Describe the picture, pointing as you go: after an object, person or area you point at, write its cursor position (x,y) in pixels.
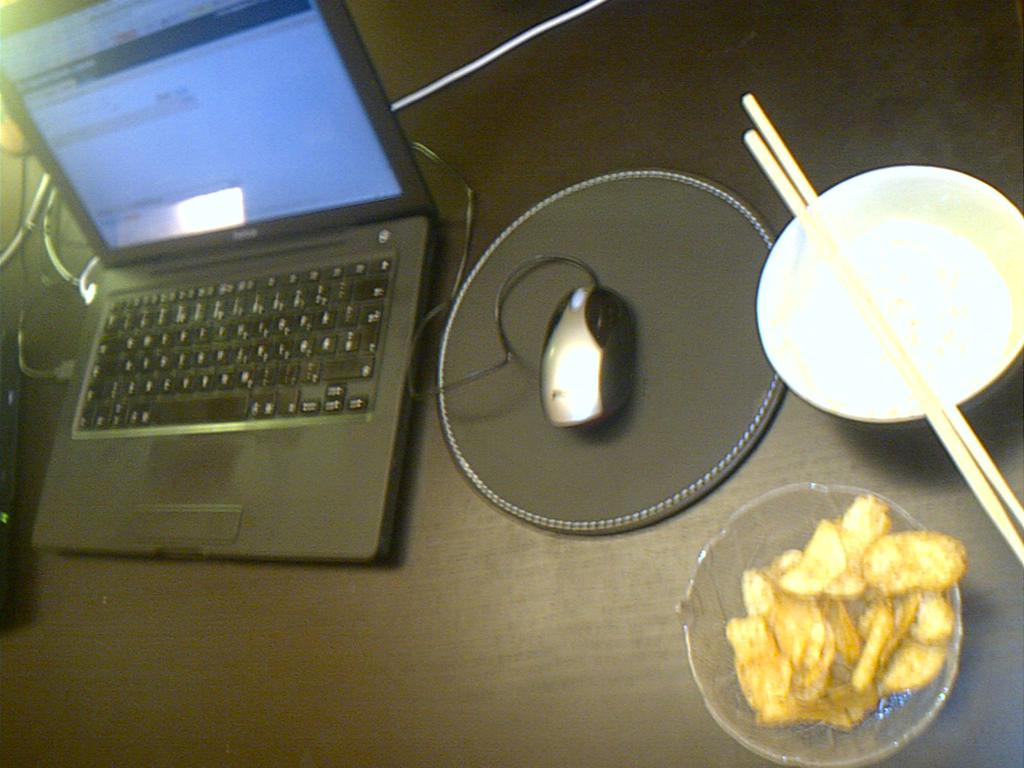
In this image there is a desk (448,475). On the desk (449,522) there is a laptop (324,278), mouse (584,375), mouse pad (656,347), sticks (848,280) on the bowl (800,313) and in the other bowl (884,703) there are chips (799,631).
